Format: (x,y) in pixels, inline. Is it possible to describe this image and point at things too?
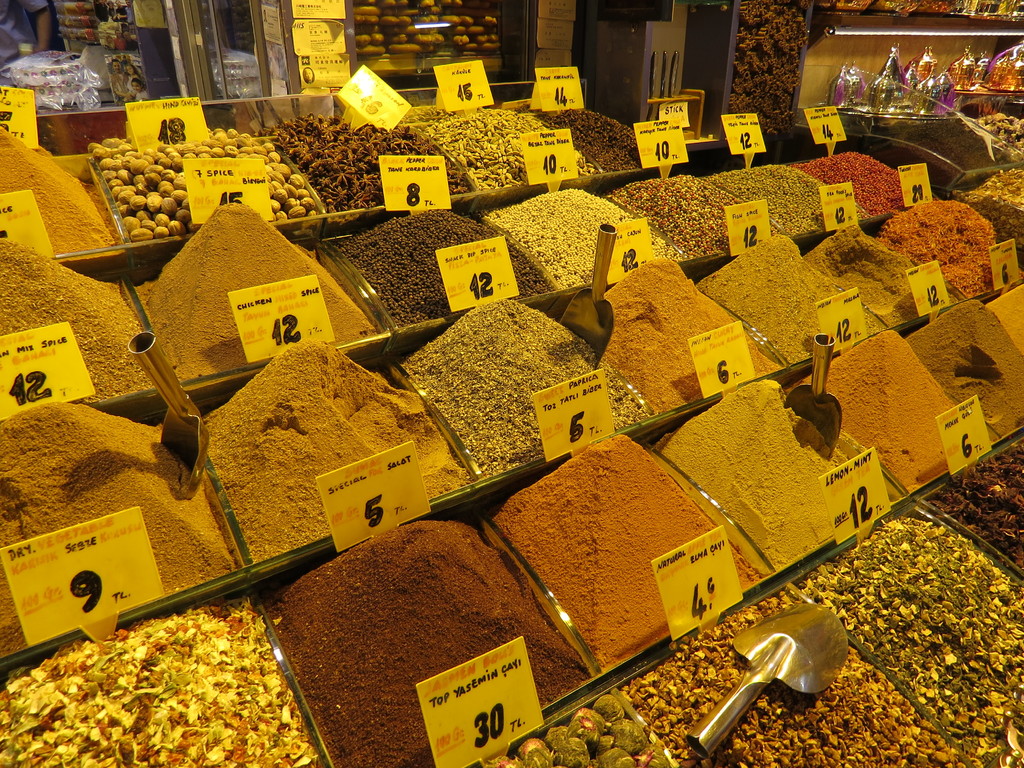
In the picture we can see some grocery shop (650,690) with spices (698,205), herbs (985,699), and powders (50,517) in the trays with a price tag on it and in the background (201,65) also we can see some glass showcase (362,50) with some things (363,52) in that.
